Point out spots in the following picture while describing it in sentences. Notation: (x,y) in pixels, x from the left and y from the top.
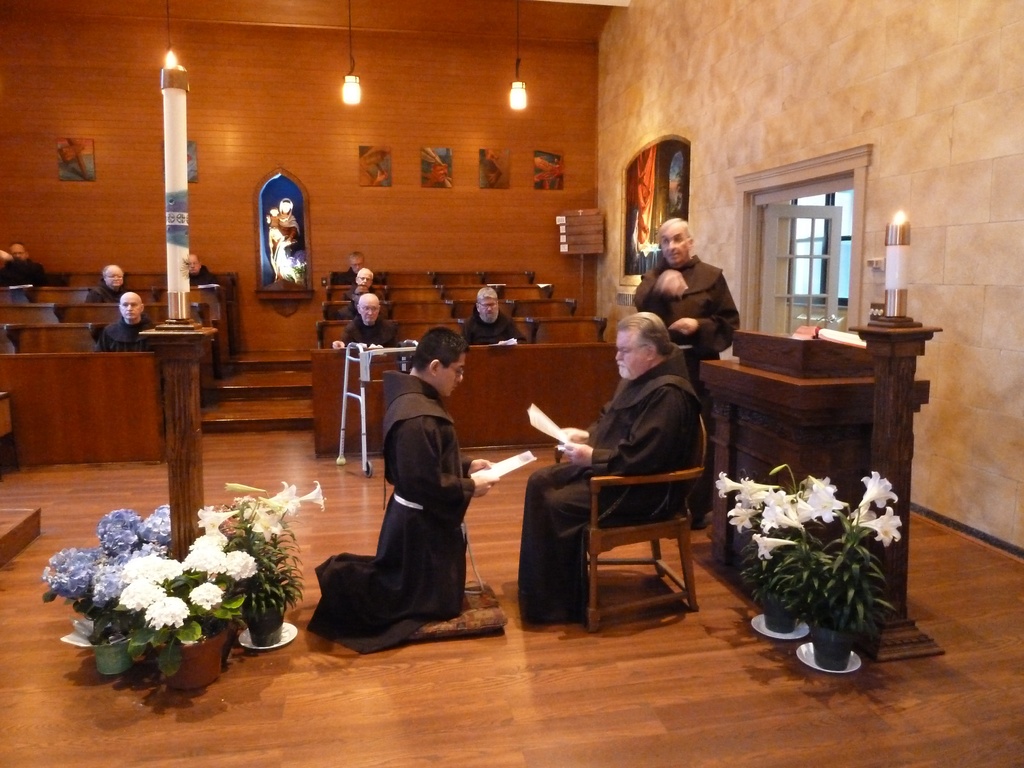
This image consists of many people (348,339) sitting in the chairs (480,369). At the bottom (417,741), there is a floor (487,712). In the front (84,587), we can see the flower pots (173,579) kept on the floor (611,603). In the background (419,142), there are frames (554,175) kept on the wall (365,124). On the right (796,274), there is a door (808,279).
